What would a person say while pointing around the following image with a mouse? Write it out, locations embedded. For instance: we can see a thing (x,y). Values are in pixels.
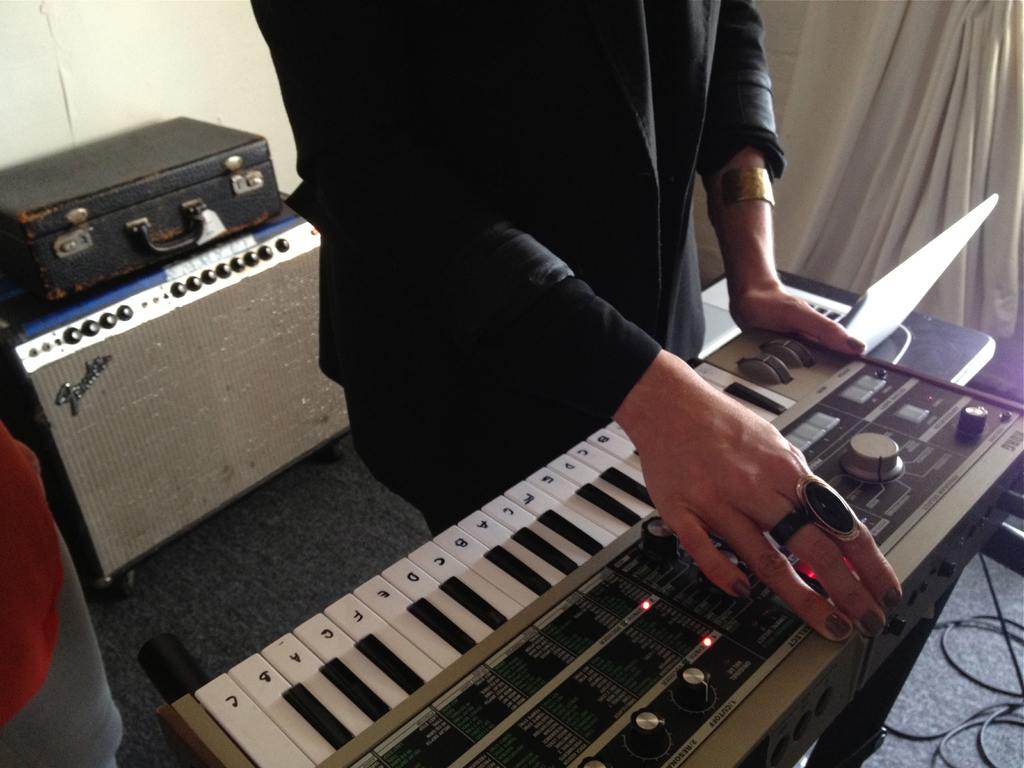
In this image I can see a person (550,263) is standing in front of the piano (578,593). To the back of that person (427,130) there is a suitcase (140,241).
